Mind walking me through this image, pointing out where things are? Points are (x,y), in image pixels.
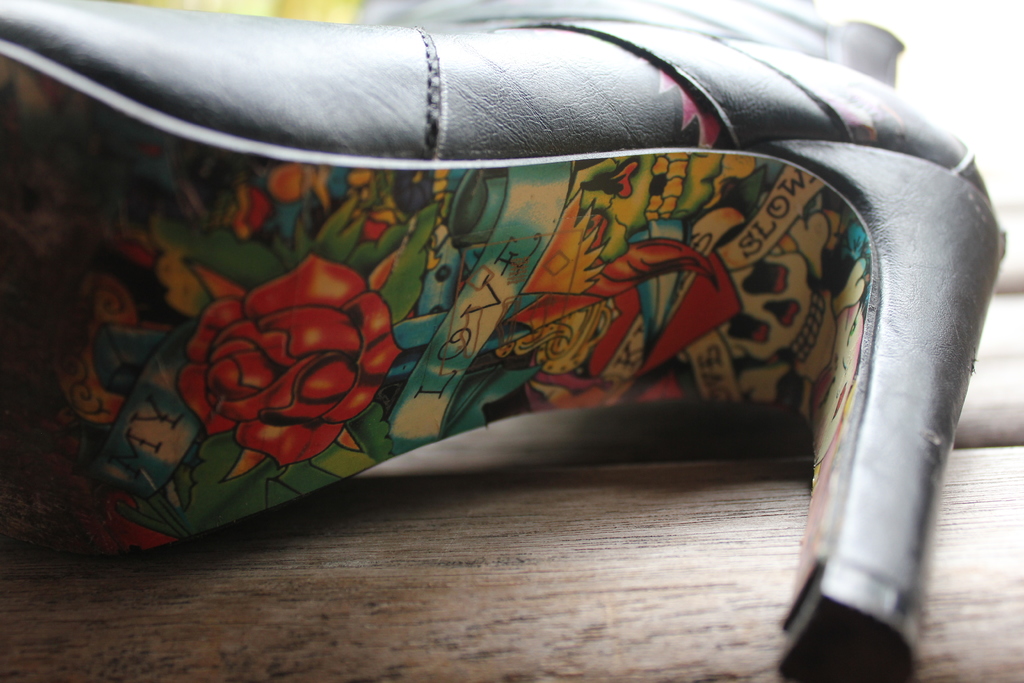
This is a zoomed in picture. In the foreground (630,541) we can see a wooden object (521,547). In the center (391,421) there is a heel (877,126) lying on a wooden object (516,450) and we can see the text (744,250) and the depictions (434,274) of flower (292,308), leaves (199,286) and some other objects (703,213) on the sole (290,235) of the heel (604,344). In the background (463,22) we can see some other objects (1017,289).
